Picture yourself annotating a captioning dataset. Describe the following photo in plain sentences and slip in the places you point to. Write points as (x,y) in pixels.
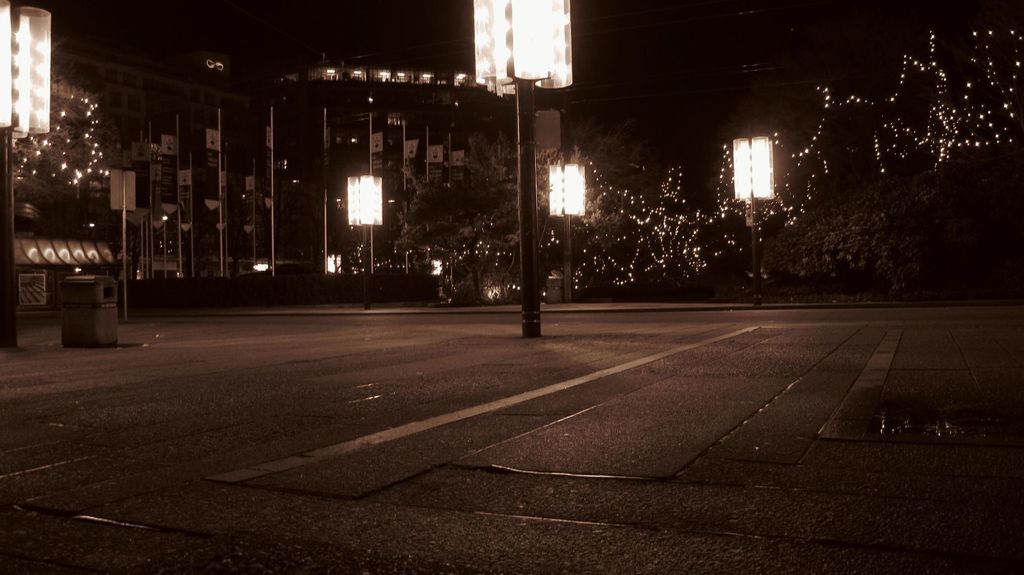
At the bottom of the image (656,447), there is a platform (342,544). In the middle of the image (354,205), we can see lights (369,203), poles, trees (818,262), decorative objects (493,285), dustbin (94,315). Background (575,141) we can see roads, buildings (82,253) and dark view.
